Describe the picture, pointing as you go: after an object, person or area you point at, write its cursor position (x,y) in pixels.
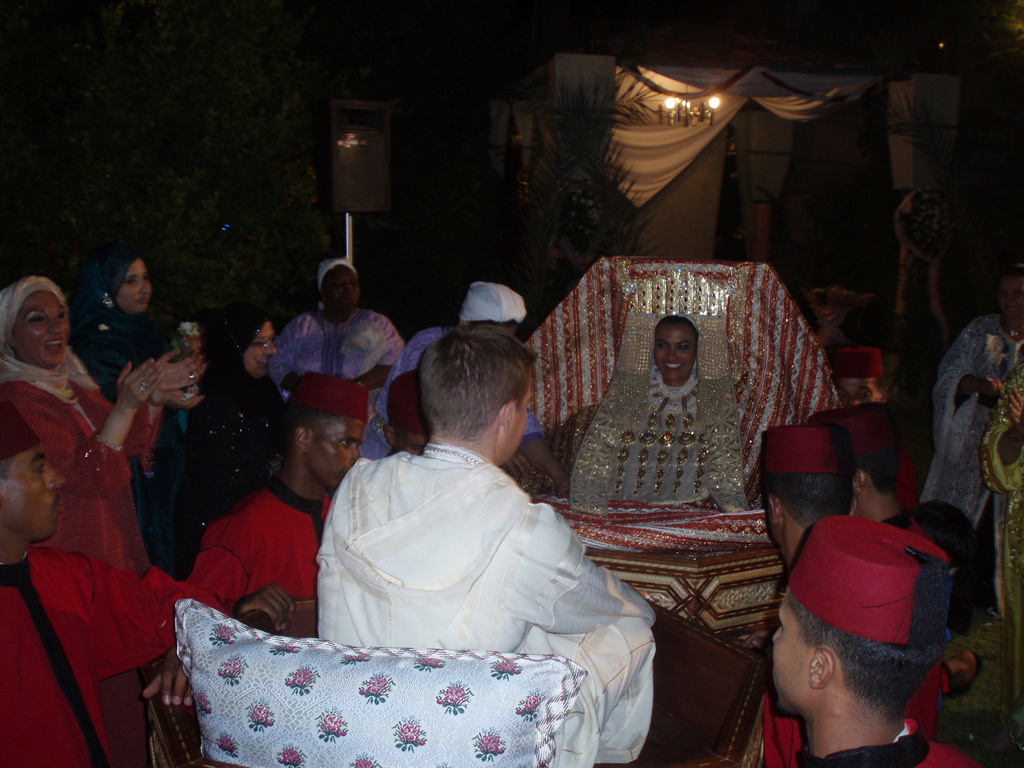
In this image there are persons (595,501) standing and sitting and smiling. In the background (599,206) there are plants (620,196), there is a curtain (639,164) which is white in colour and there is a light (674,120) hanging.
